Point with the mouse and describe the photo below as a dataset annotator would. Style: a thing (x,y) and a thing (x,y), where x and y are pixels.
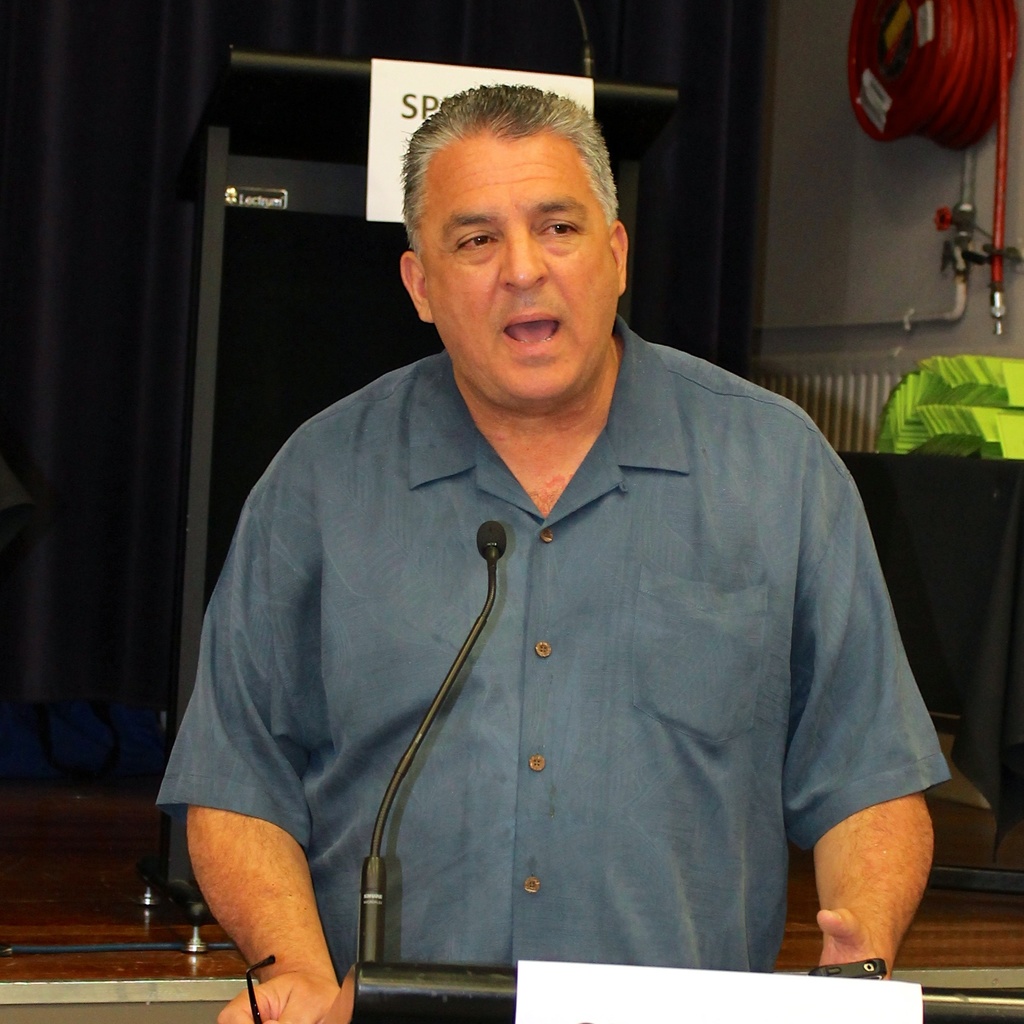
A man (676,699) is speaking in the microphone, he wore shirt (702,614), on the right side (1007,28) there is a fire extinguisher pipe (972,101).
